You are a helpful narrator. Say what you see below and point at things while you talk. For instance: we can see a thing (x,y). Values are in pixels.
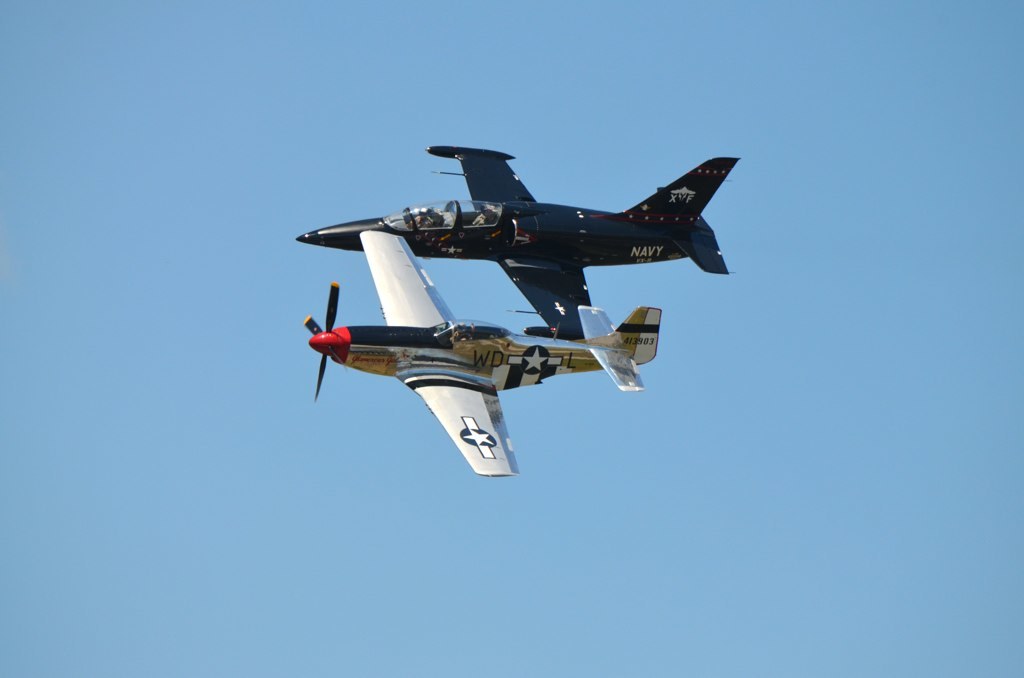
There are two airplanes (478,216) present in the middle of this image (682,235) and the sky (414,126) is in the background (189,309).
